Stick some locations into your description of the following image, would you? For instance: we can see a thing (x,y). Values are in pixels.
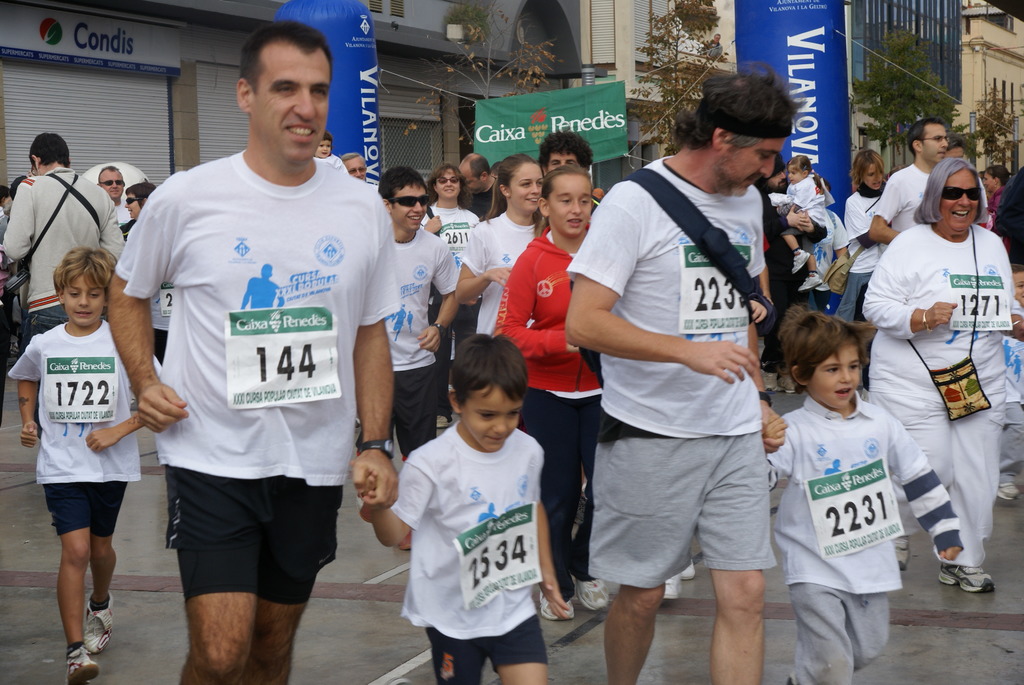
Here we can see crowd (460,433). Background (91,61) there are buildings (223,82), hoardings (364,85) and trees (888,101).
